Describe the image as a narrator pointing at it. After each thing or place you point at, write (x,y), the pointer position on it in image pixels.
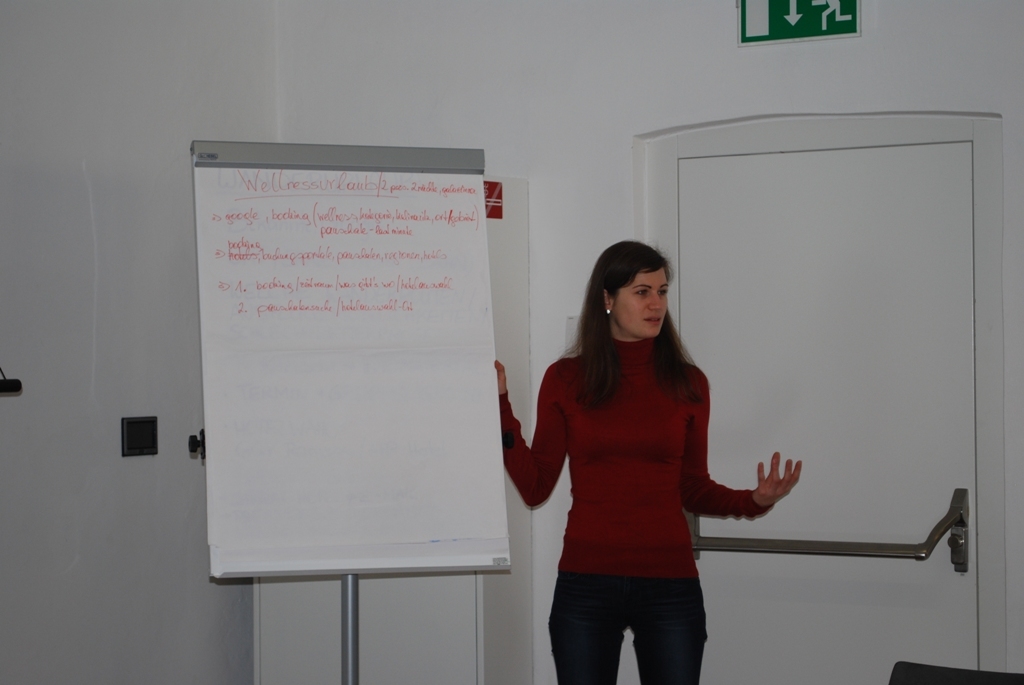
In this image I can see a woman (702,383) and a white colour board (330,427) in the front (395,407). I can also see something is written on the board (342,227) and I can see she is wearing red and black colour dress (623,566). On the right side of this image (770,275) I can see a white colour door (805,256) and on it I can see an iron handle (914,557). On the top right side of this image (745,20) I can see a green colour sign board (849,1).
